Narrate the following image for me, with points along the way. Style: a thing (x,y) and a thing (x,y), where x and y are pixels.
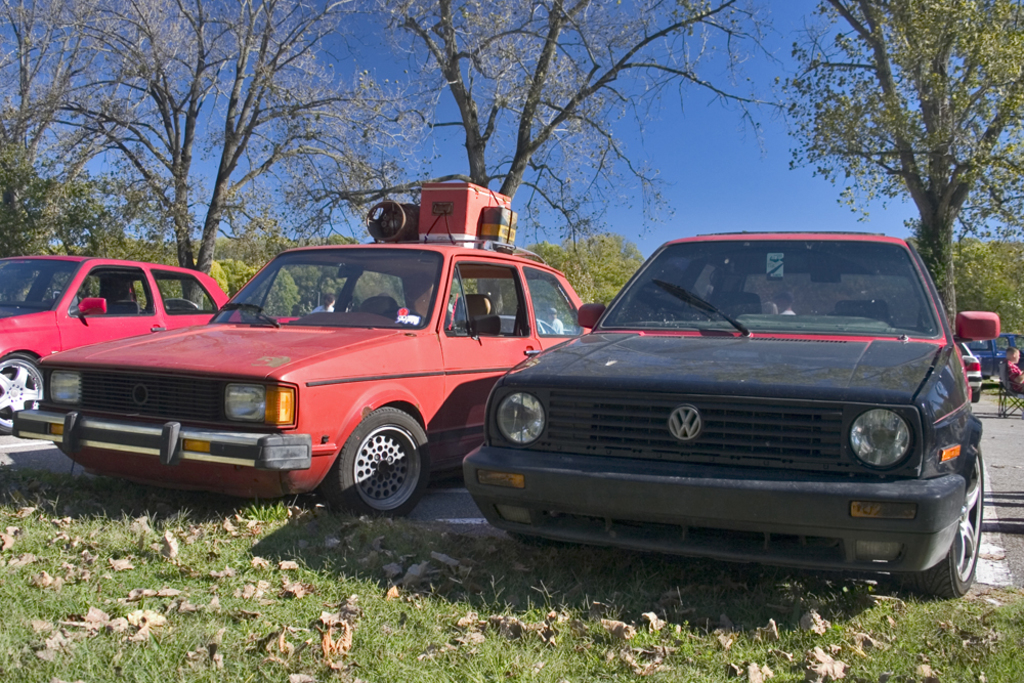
In this image we can see many trees (509,108) and cars (731,241). There are few people (1013,373) in the image. There is a grassy land (384,647) and dry leaves (354,622) in the image. A person (1015,387) is sitting on the chair (999,393) at the right side of the image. There is a road (982,397) in the image. There is a sky (527,229) in the image.
